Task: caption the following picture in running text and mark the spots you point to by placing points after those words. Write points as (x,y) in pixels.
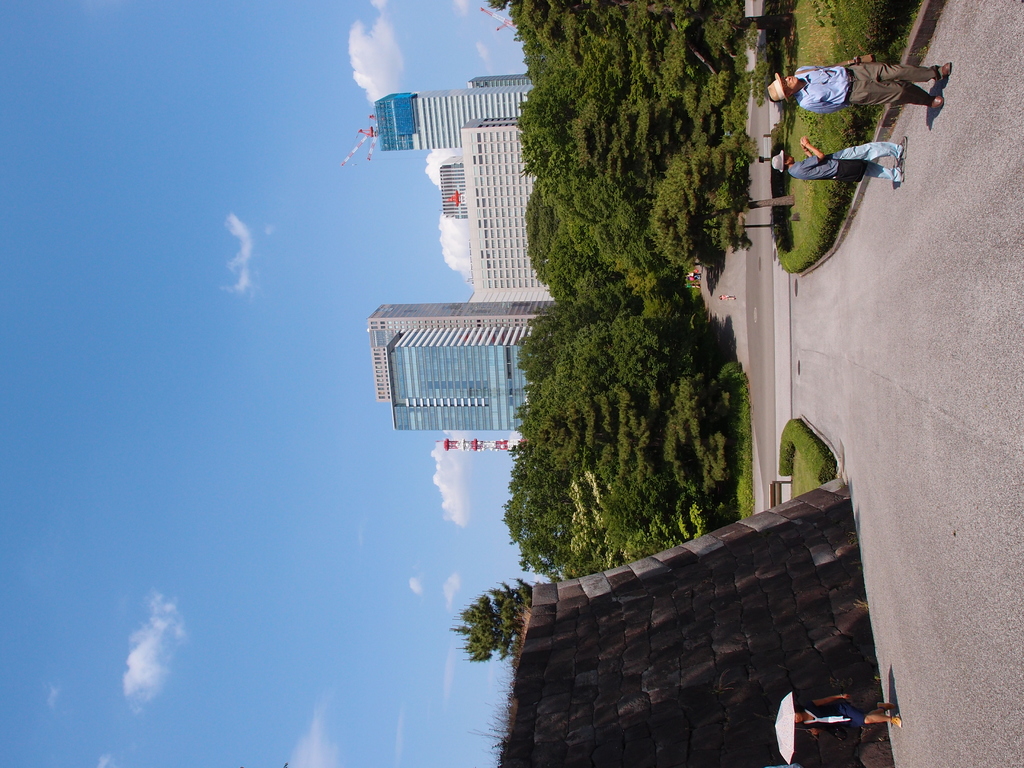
In this image we can see a road (1011,306) on the right side (995,296). Also there are two persons (848,77) wearing cap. Also there is another person (817,722) holding umbrella (778,735). There is a wall (723,684). And there are trees (594,248) and buildings (516,247). Also there is sky (276,380) with clouds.
